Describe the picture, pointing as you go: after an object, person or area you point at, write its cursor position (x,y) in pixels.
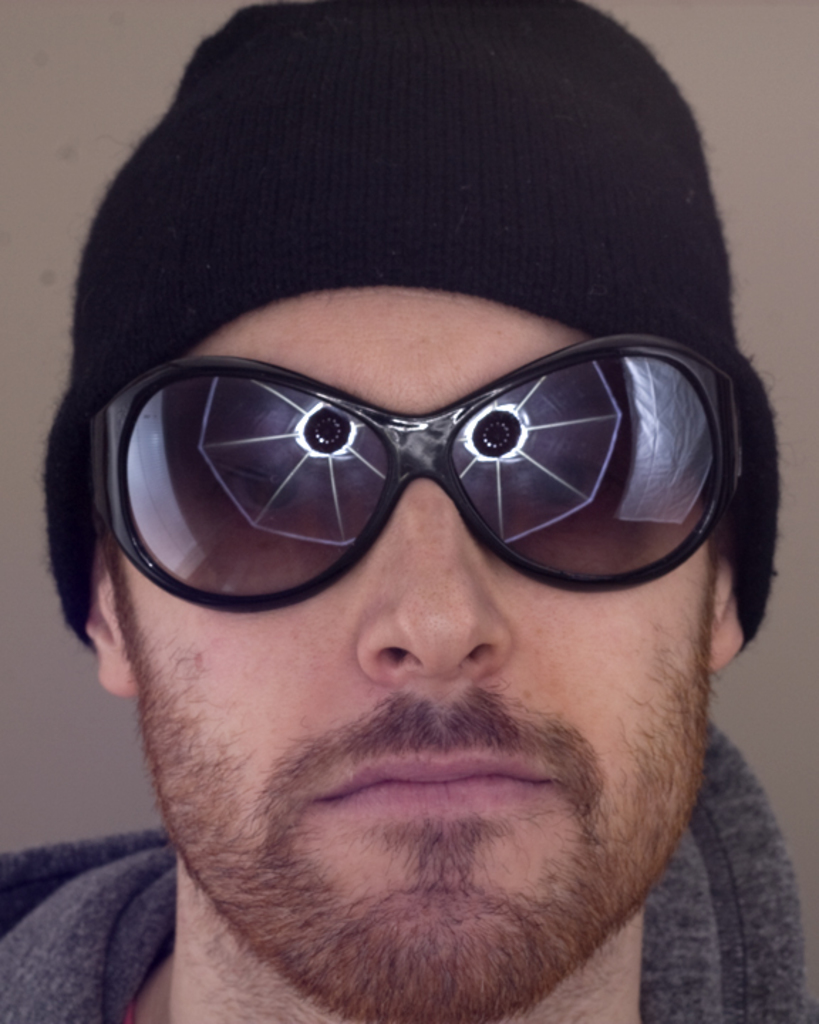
In this image we can see a person (464,565) wearing sunglasses (332,388). In the background of the image (60,331) there is wall (64,743).
